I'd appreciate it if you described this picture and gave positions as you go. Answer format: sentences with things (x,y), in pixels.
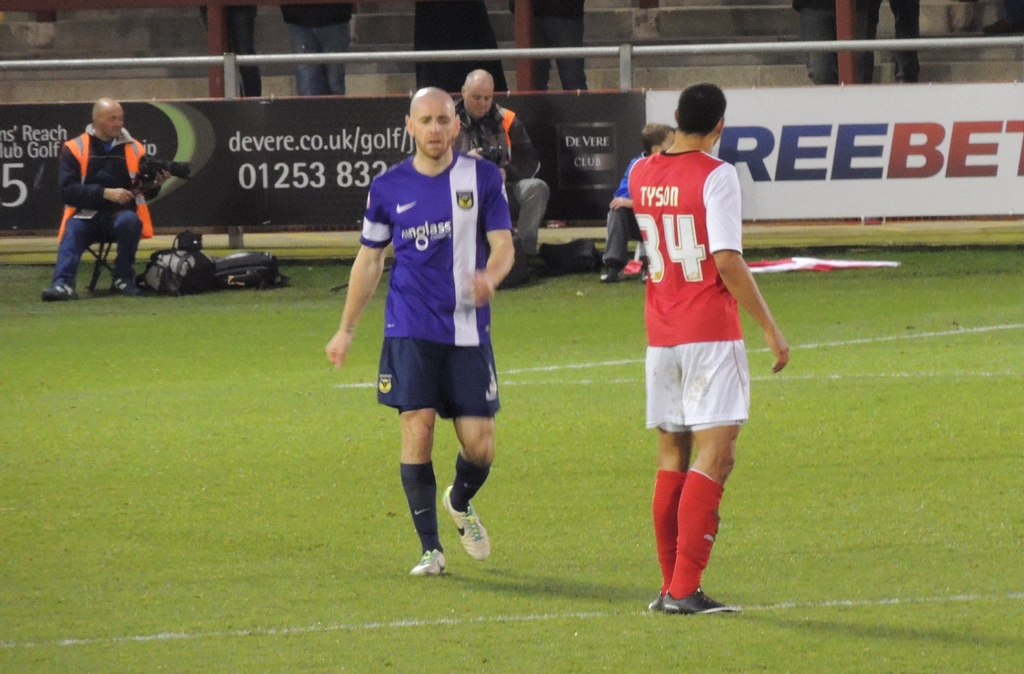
This picture is taken outside. In this image, in the middle (430,386), we can see two people (731,363) are walking on the grass (804,611). In the background (102,219), we can see three people (116,221) are sitting. In the background (273,139), we can see hoardings (606,134), metal rod (346,57), staircase (400,41), a group of people (570,62). At the bottom (306,502), we can see some bags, cloth (887,265) and a grass (581,545).
